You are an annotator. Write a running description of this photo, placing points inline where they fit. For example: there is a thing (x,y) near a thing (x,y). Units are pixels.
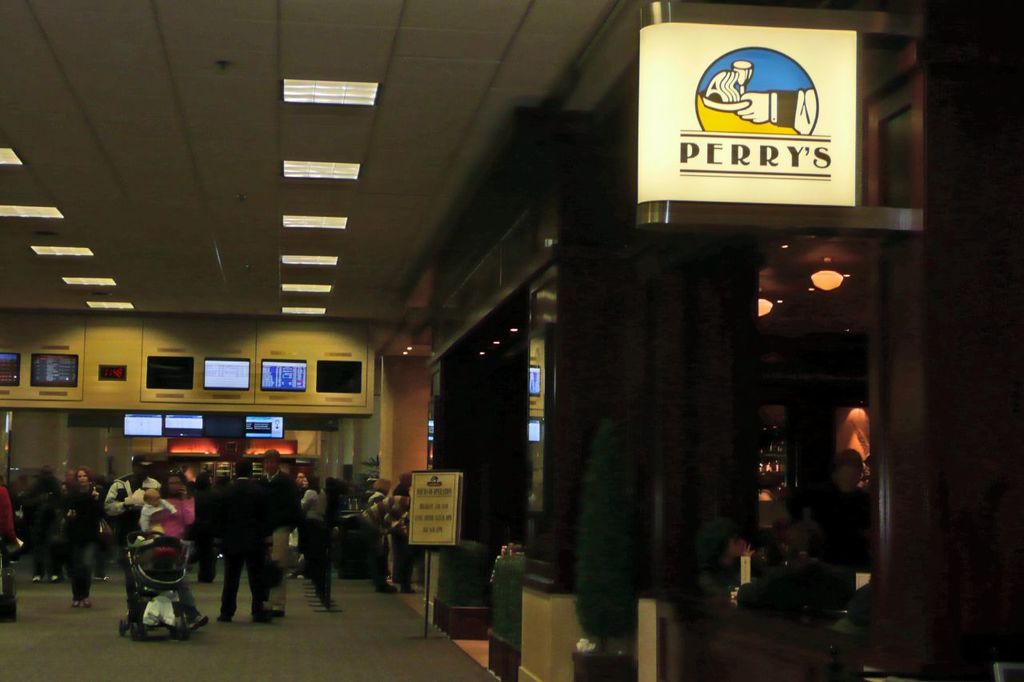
In this picture we can see boards (755,167) and people (212,480). Lights (324,285) are attached to the ceiling (317,144). Far there are screens (231,428). This person (138,525) is carrying a baby (156,508). In-front of this person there is a baby chair (164,561). Floor (351,602) with carpet (336,637).
